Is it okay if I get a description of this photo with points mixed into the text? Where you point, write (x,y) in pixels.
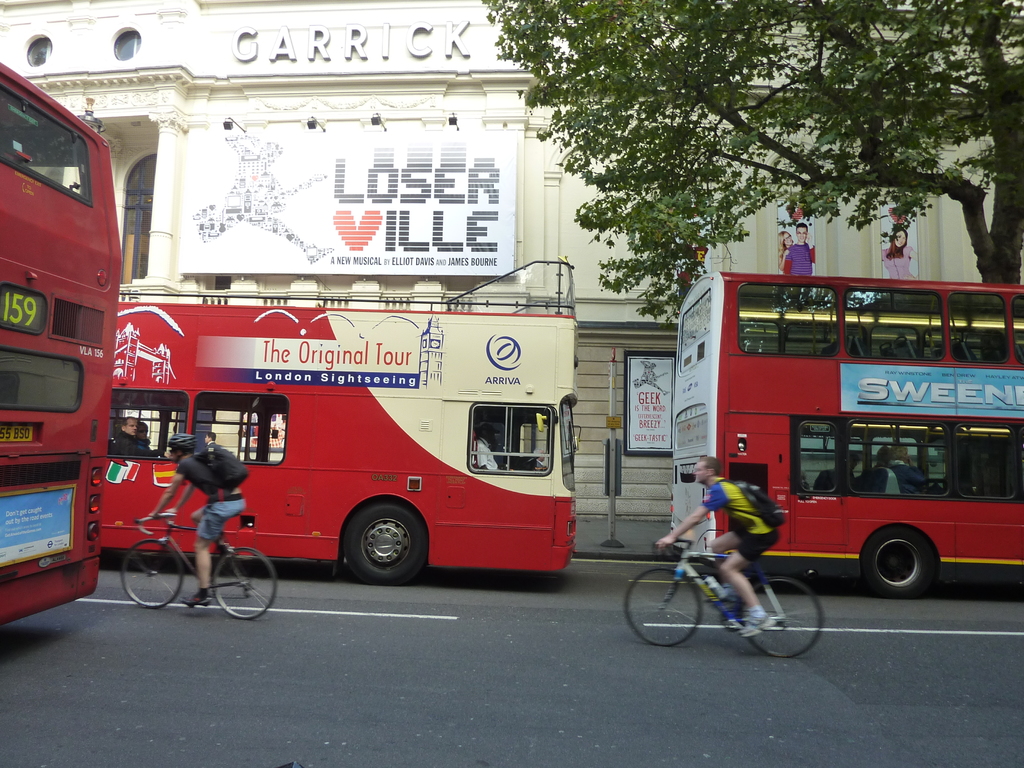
In this image, we can see few buses (14,271) and people (191,435) riding bicycles (689,590) on the road (578,634). In the background (168,95), we can see a house (180,47) with posters (427,216) on it. We can also see a tree (992,253) on the right side (1013,261).
